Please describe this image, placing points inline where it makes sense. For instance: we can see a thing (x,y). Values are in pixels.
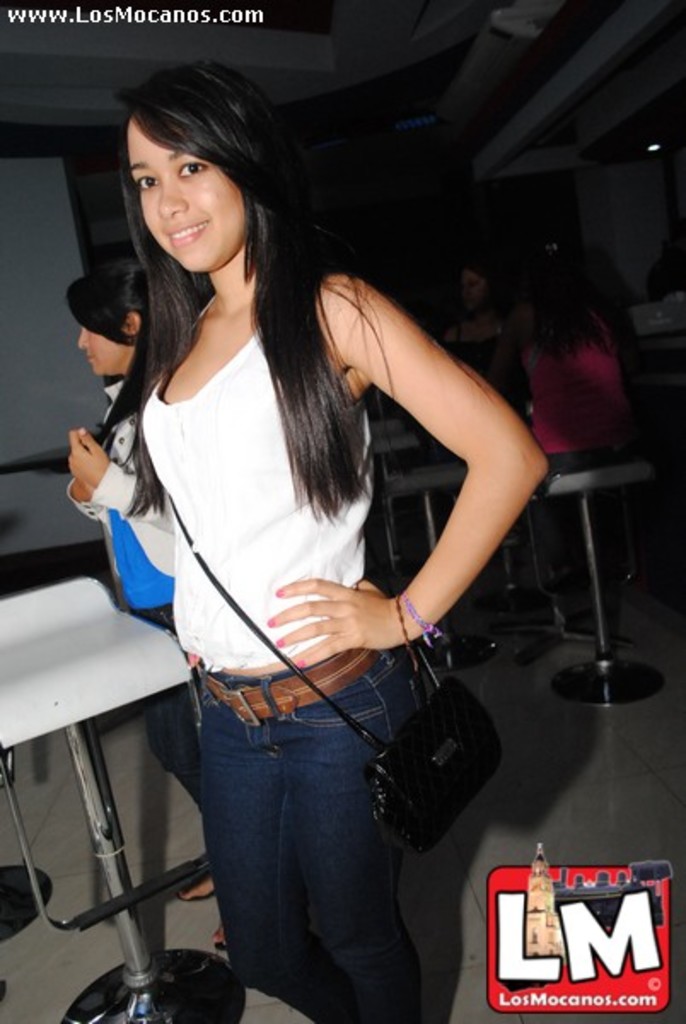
In this picture we see a woman (202,200) standing with a smile on her face (177,259) and we see some chairs (139,664) and tables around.
